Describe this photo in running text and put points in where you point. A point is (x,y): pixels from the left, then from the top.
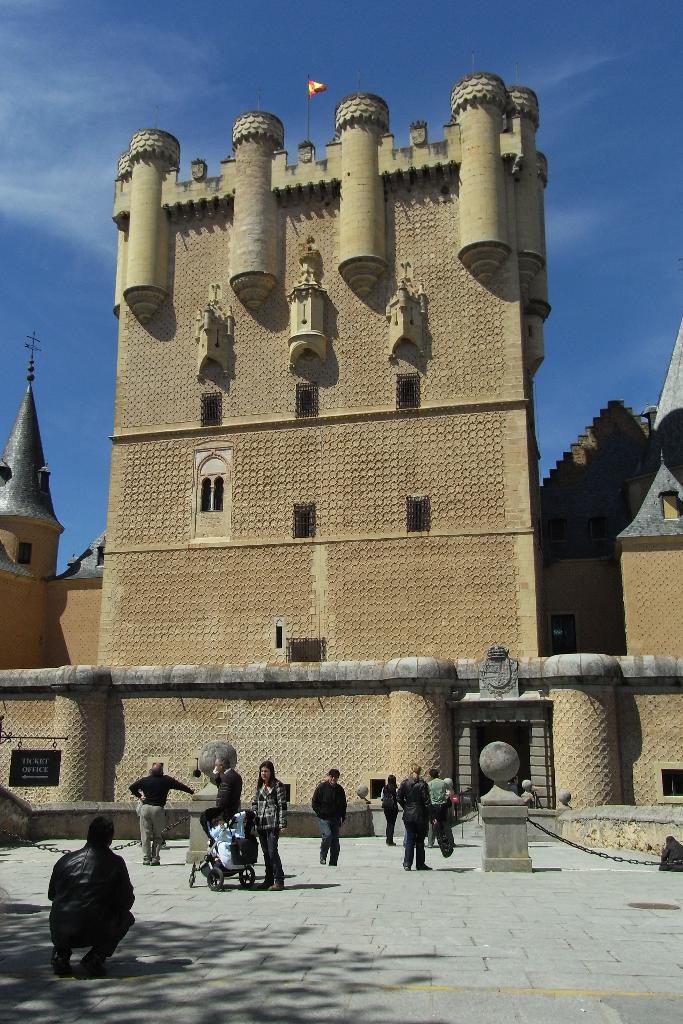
In this image there is a fort (522,566), in front of fort (120,715) there are few persons (155,770) visible, baby chair (215,820), a person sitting on squat position, at the top (95,13) there is the sky (484,13). On the top of fort (283,160) there is a flag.
